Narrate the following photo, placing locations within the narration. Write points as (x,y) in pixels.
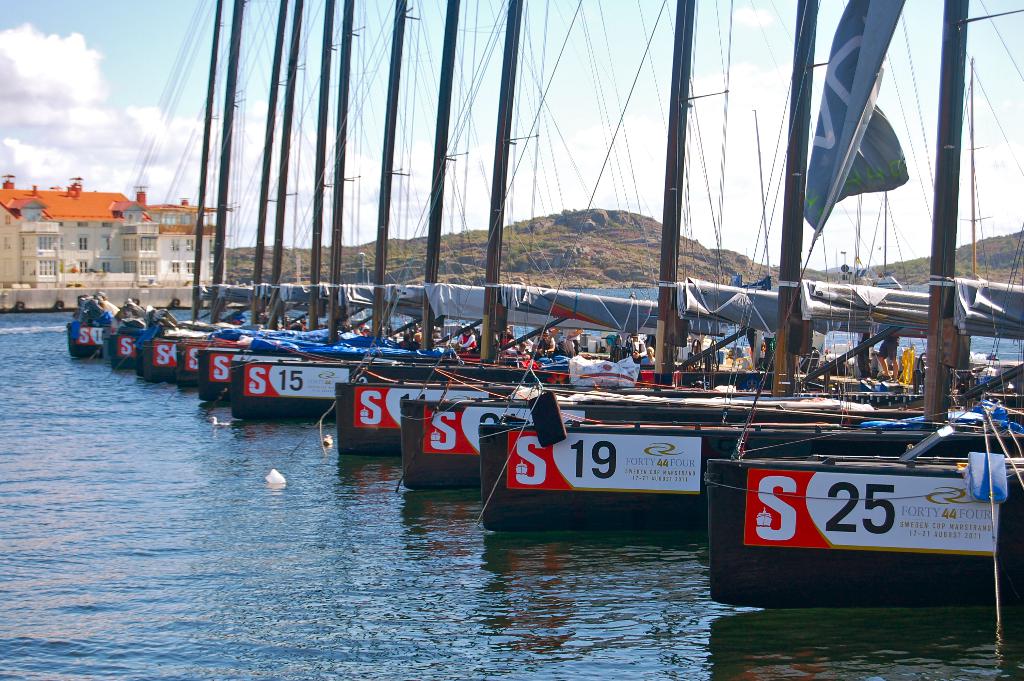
In this image, we can see some water (698,575) with objects (937,564) floating on it. We can also see some poles (492,254) with wires (533,72). There are a few sails (700,315), people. We can also see a building (10,229) and some hills (623,230). We can also see the sky (533,93) with clouds (735,234).
